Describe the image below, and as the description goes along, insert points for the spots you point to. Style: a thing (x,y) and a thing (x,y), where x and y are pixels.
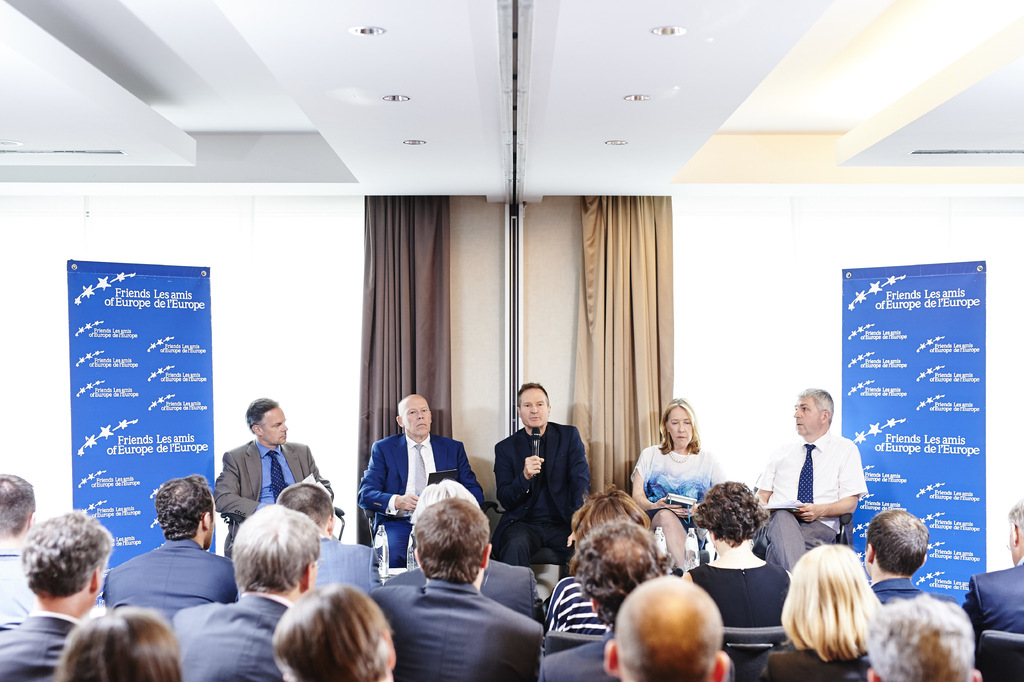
In this images at the bottom (292,532) few persons (300,608) are sitting on the chairs (548,608) and in the background (558,471) few persons (549,499) are sitting on the chairs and among them few persons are holding books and a man (552,543) is holding mic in his hand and we can see hoardings (179,341), curtains (369,379) and lights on the ceiling (384,188).
